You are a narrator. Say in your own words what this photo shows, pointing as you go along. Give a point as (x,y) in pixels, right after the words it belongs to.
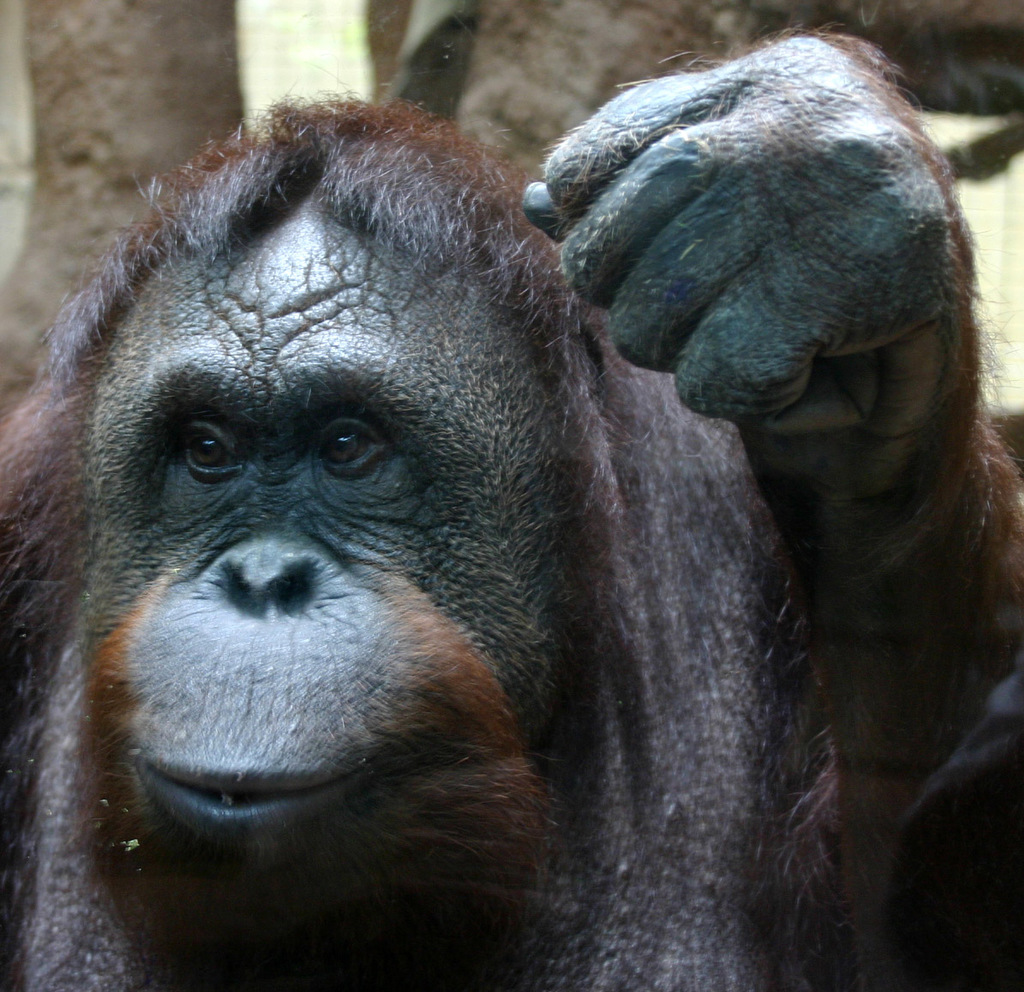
In this image we can see an animal (494,559) which is in reddish brown color. Behind the animal (459,363) we can see few objects (94,70).
